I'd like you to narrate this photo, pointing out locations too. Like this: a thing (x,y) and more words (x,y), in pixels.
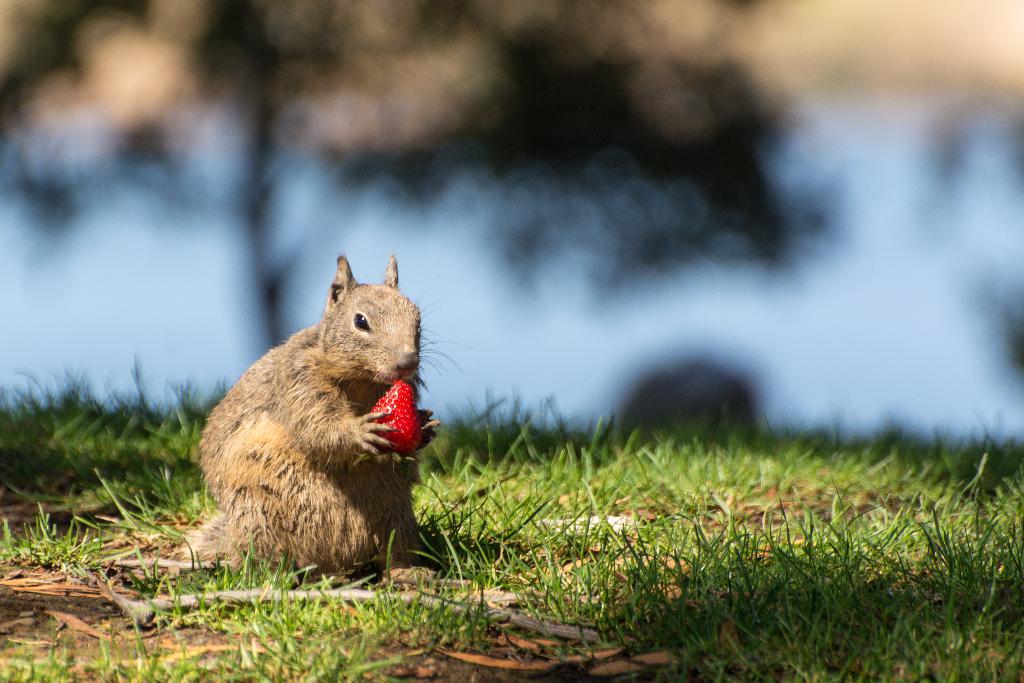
In the image there is a small creature (291,439) eating a strawberry (398,406), it is sitting on the grass (372,612).
